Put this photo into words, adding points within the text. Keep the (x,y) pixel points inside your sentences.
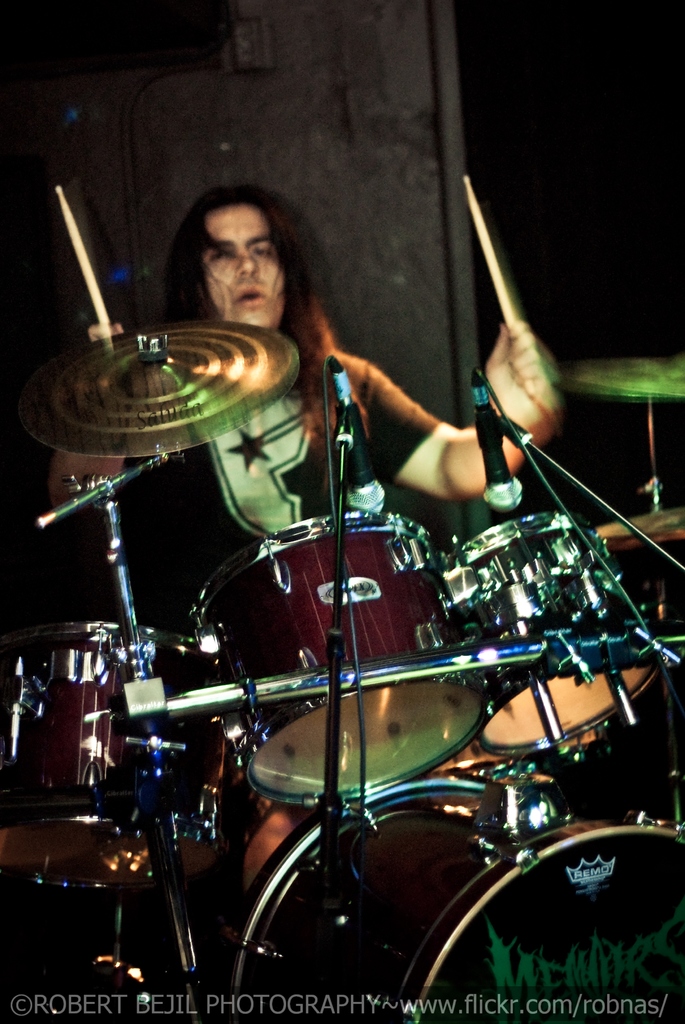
In this image we can see a person (229,546) playing drums (327,583). A person (224,532) is holding sticks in his hands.
